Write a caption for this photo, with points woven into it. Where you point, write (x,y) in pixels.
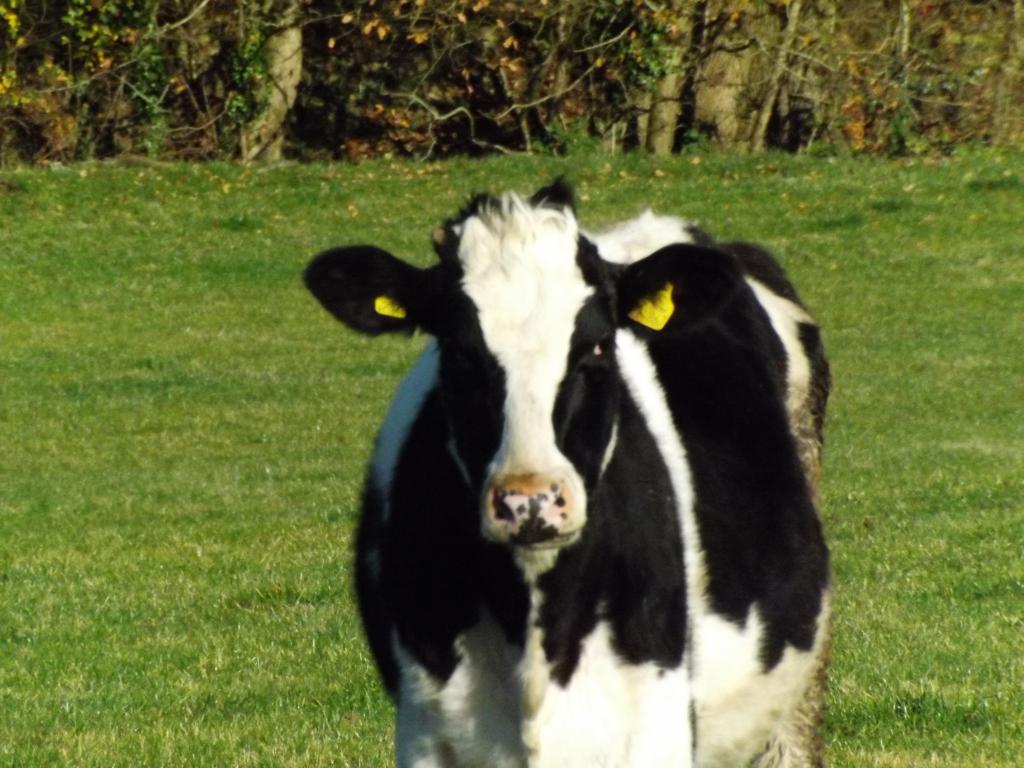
In this image I see a cow (675,407) which is of white and black in color and in the background (36,229) I see the green grass (992,493) and I see plants (439,43) over here.
